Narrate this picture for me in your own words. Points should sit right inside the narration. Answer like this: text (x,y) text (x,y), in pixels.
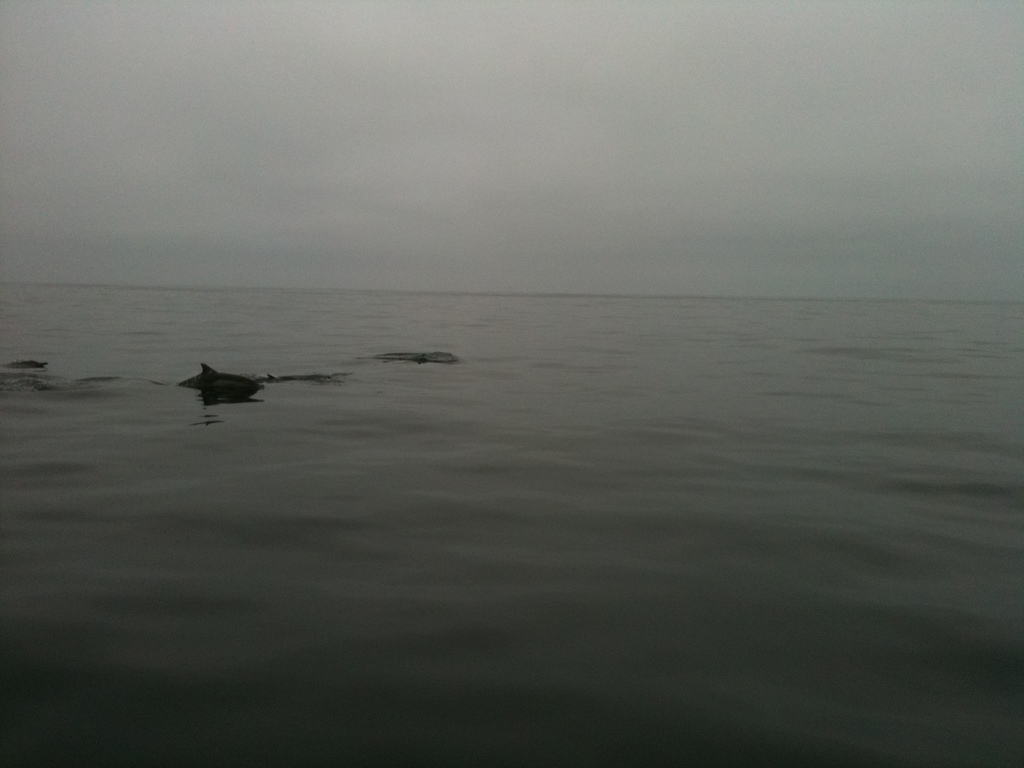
There is a surface of water (523,464) at the bottom of this image (698,645). It seems like there are some animals (269,380) on the surface of water (179,359) is on the left side of this image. There is a sky (433,158) at the top of this image (499,176).
